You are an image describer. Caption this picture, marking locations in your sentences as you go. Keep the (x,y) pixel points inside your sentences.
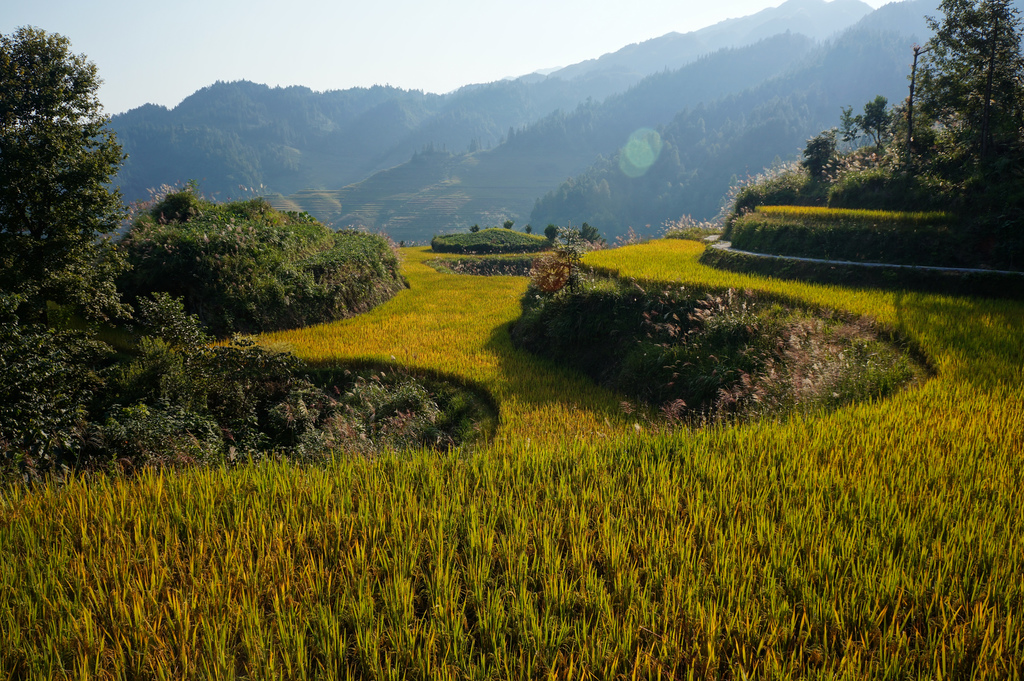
The picture consists of fields (413,227), trees (61,156), plant (690,315). In the middle of the picture (582,229) there are hills (597,103) covered with trees (382,88). At the top (318,41) it is sky (152,62). In the foreground (438,571) there are paddy fields (560,472).
